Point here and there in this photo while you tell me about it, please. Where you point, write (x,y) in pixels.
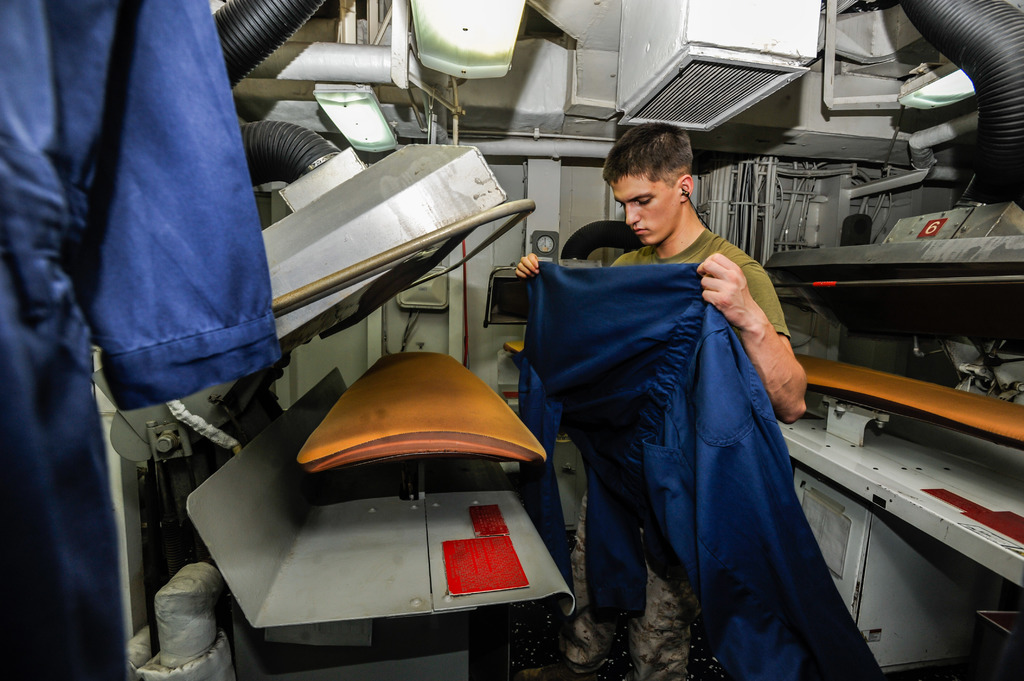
In this image there is a man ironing clothes (593,401) with machines (387,275).
